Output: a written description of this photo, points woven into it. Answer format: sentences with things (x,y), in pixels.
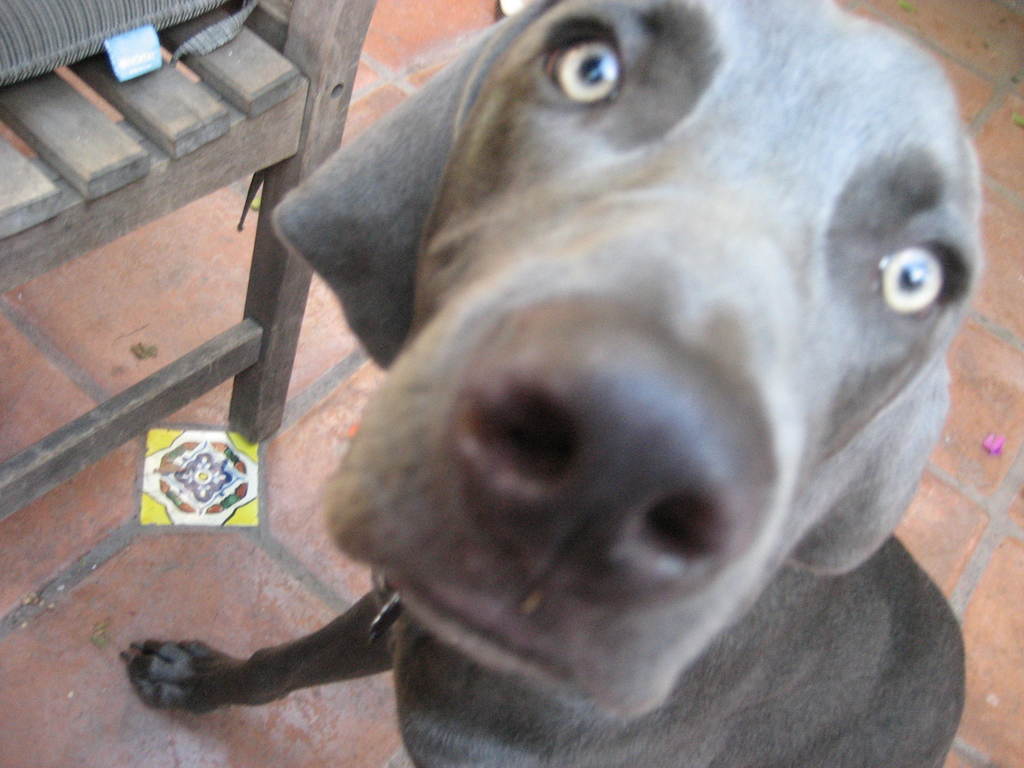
This image consists of a dog (495,478) in gray color. At the bottom (157,630), there is a floor (309,498). On the left (12,104), we can see a bench (98,200) made up of wood (106,76).
